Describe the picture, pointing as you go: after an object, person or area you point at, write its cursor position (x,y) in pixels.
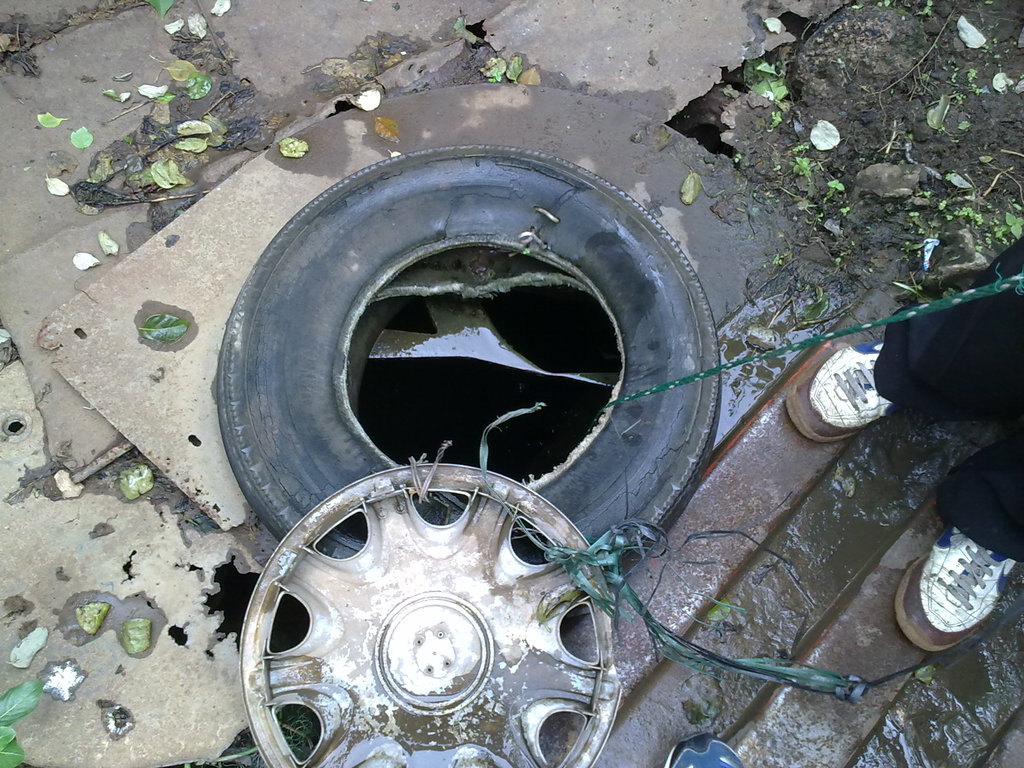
In this image we can see a tyre (617,261) and wheel cover (349,650) on a surface (898,460). On the right side of the image (1008,458) we can see the legs (1008,411) of a person (881,348). Around the tyre (648,226) we have few leaves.
